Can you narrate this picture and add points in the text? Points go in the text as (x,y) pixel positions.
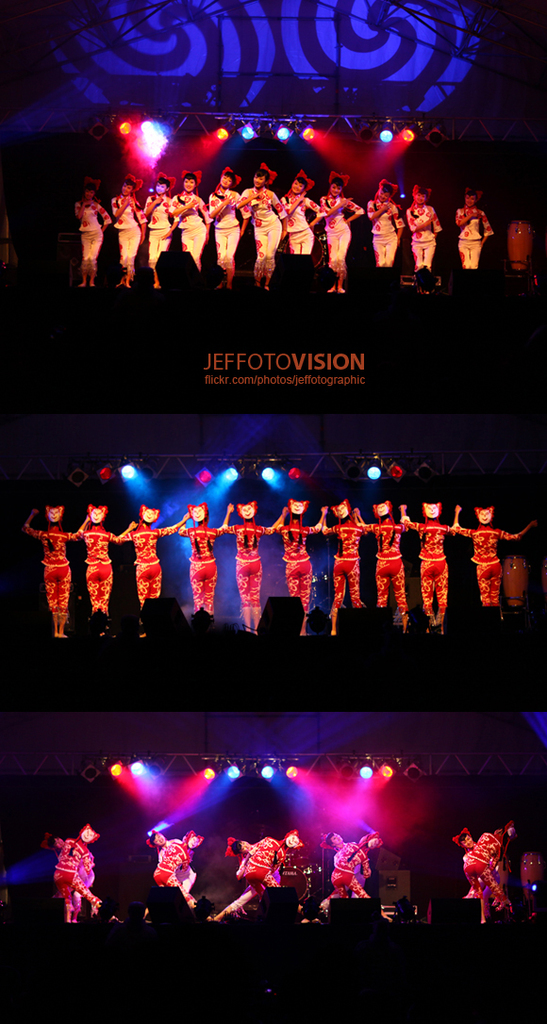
In the image I can see the collage of three pictures in which there are some people (271,855) who are performing on the stage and also I can see some lights (131,766) and text (237,373).
